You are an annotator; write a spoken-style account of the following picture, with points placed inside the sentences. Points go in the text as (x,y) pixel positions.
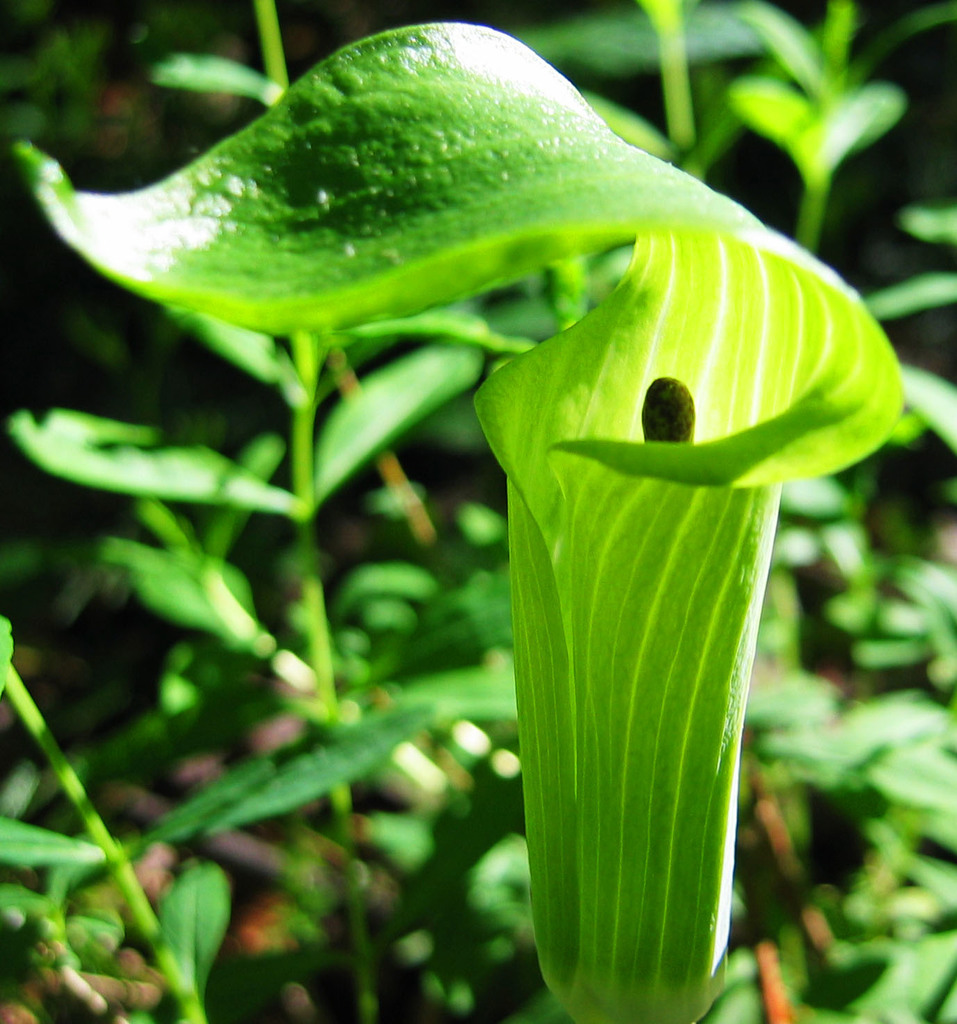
In this image I can see few plants (426,375) along with the leaves (421,399).
